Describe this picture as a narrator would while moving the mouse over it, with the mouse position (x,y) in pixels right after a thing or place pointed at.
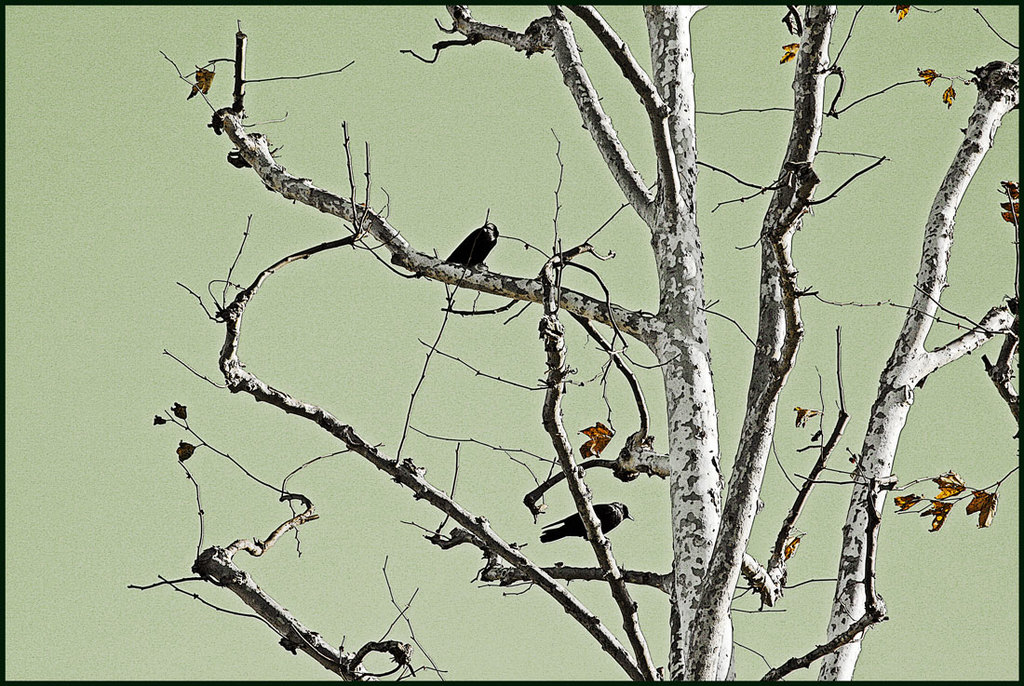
This image consists of a poster (944,607) with an image of a tree (708,527) on it. In this image the background (939,593) is light green in color. On the right side of the image (716,601) there is a tree (693,227) with stems (683,219) and branches (871,504). There are two birds (619,516) on the tree (551,425).
